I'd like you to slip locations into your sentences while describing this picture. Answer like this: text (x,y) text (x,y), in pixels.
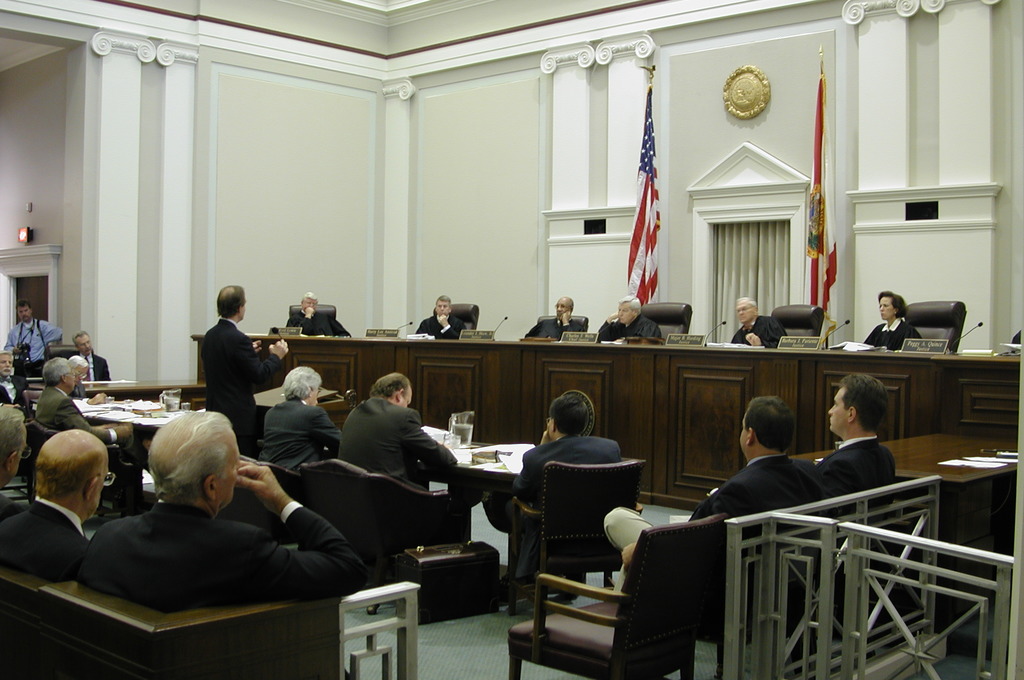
In this image I can see number of people (325,325) are sitting on chairs (144,454). Here I can see two flags (649,122) and few people (56,331) are standing.
